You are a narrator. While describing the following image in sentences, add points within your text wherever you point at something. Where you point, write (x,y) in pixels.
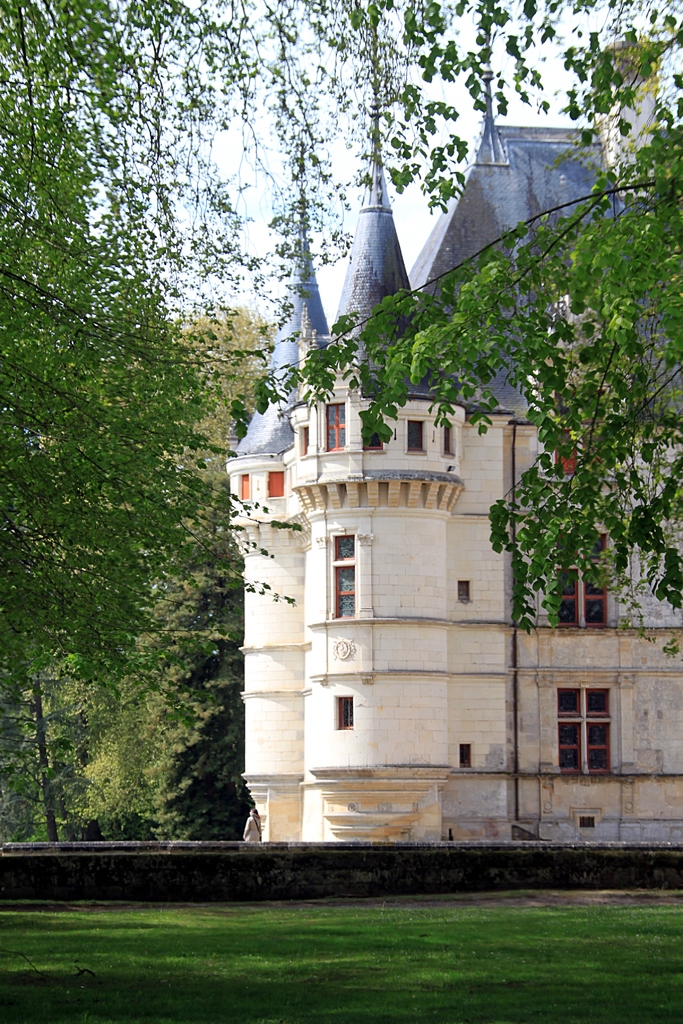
In the center of the image (301,490) there is a castle (403,601). On the left (13,407) and right side of the image (527,524) we can see trees (38,586). At the bottom (264,931) there is grass (336,938). In the background (354,59) we can see sky (295,74).
